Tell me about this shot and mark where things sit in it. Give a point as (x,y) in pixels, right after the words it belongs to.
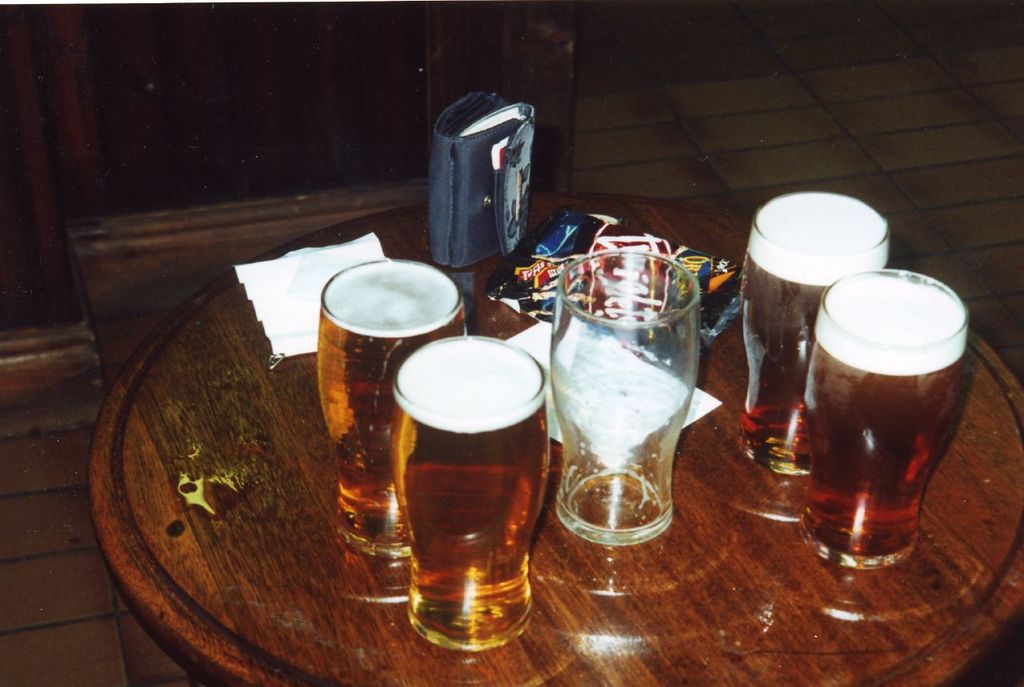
There are five glasses (506,527), four of them are filled with drink (840,362) on the wooden table (208,508). Which is on the floor (63,501).
